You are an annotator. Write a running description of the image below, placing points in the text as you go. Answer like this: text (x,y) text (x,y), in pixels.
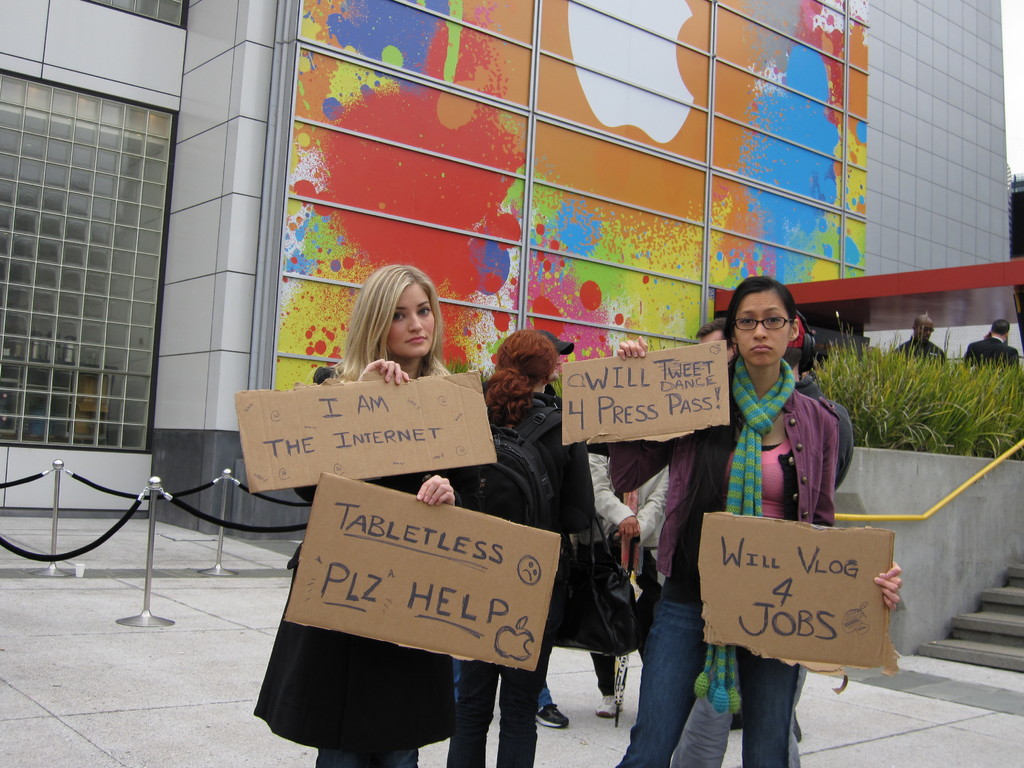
In this image there are a group of people (834,412) who are holding some boards (645,417), on the boards (669,409) there is text (363,445). And in the background (633,143) there is a building (817,263), plants (985,394) and some people (1005,346), stairs (957,628), railing (961,492), tape (178,502), rods (153,496) and window (64,222). At the bottom (225,684) there is walkway (936,705).
